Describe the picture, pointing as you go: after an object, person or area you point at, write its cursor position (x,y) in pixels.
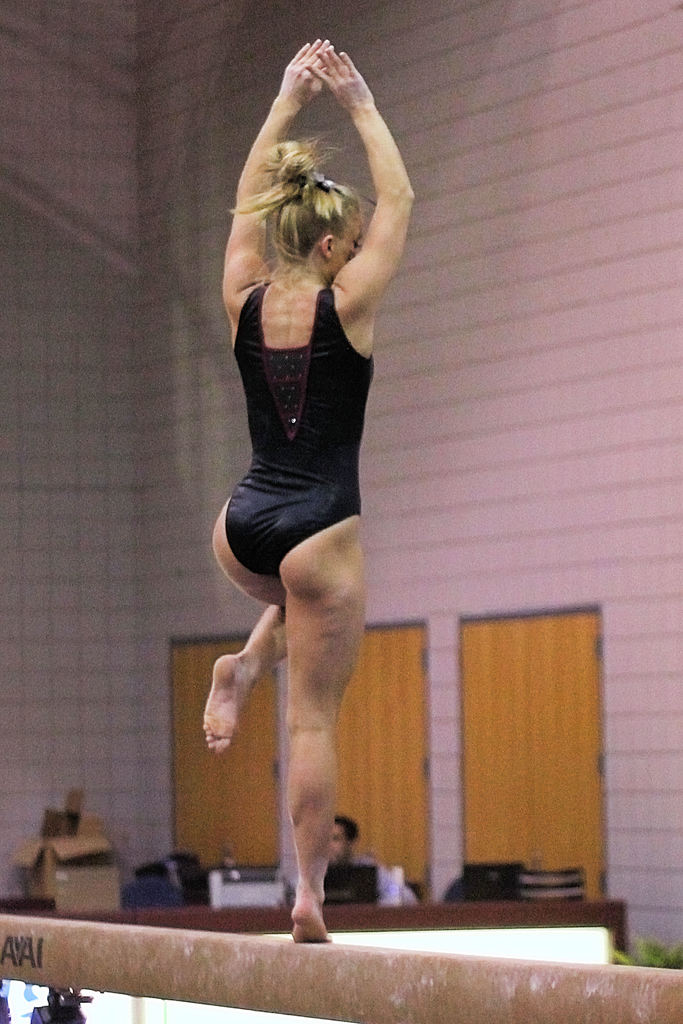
Here in this picture we can see a woman (295,330) standing on a pole (256,969) and performing gymnast and in front of her we can see a person (340,858) sitting with a table (353,914) in front of him with number of things (167,874) present on it in blurry manner and we can also see doors (379,752) present.
